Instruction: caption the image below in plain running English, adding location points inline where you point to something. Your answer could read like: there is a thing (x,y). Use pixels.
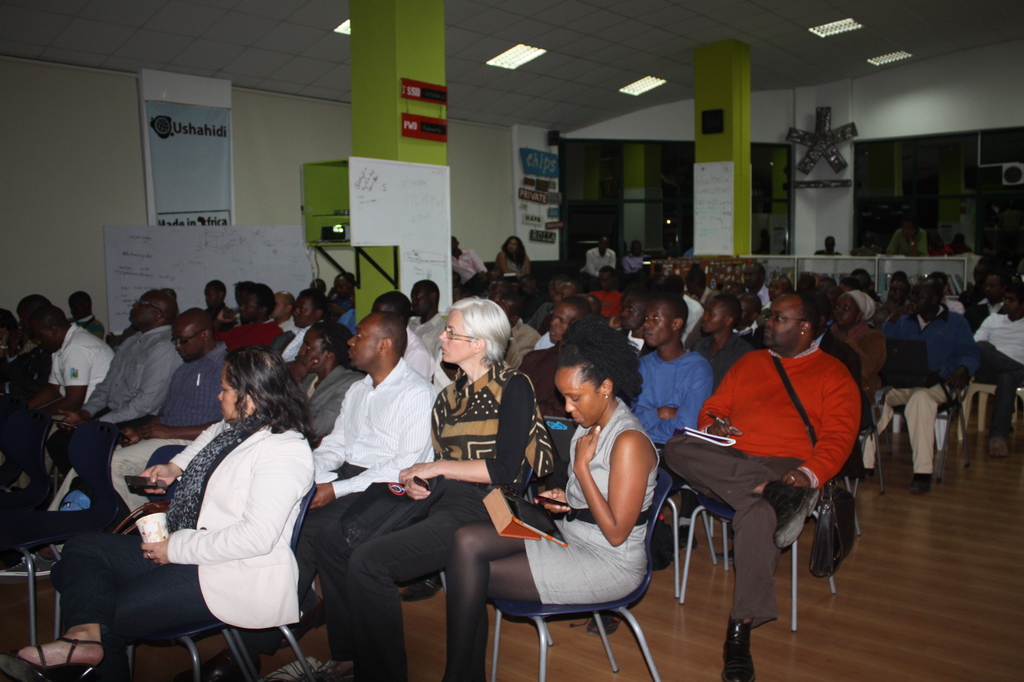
It looks like a classroom (642,430), there are many people (642,430) sitting on the chairs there are two green color pillars (741,115) on which a white color board (423,199) is attached, in the background (456,204) there is a white color wall (261,149) on which a banner (188,179) and white color paper (249,240) is attached.
